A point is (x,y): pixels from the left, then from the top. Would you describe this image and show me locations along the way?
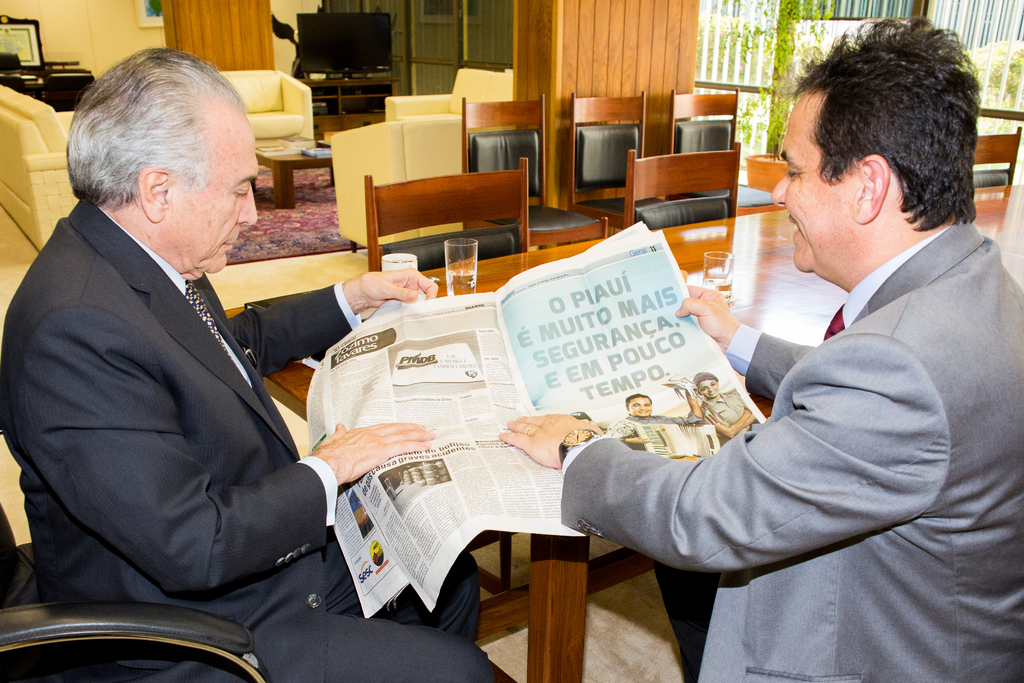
In this image I see 2 men (1018,673), in which one of them is smiling and I can also see that both of them are holding the paper (572,366). I see that there is a table (801,280) in front (776,255) and few glasses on it and lot of chairs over here. In the background (449,16) I see the T. V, a sofa set (466,77) and the wall (292,21).
